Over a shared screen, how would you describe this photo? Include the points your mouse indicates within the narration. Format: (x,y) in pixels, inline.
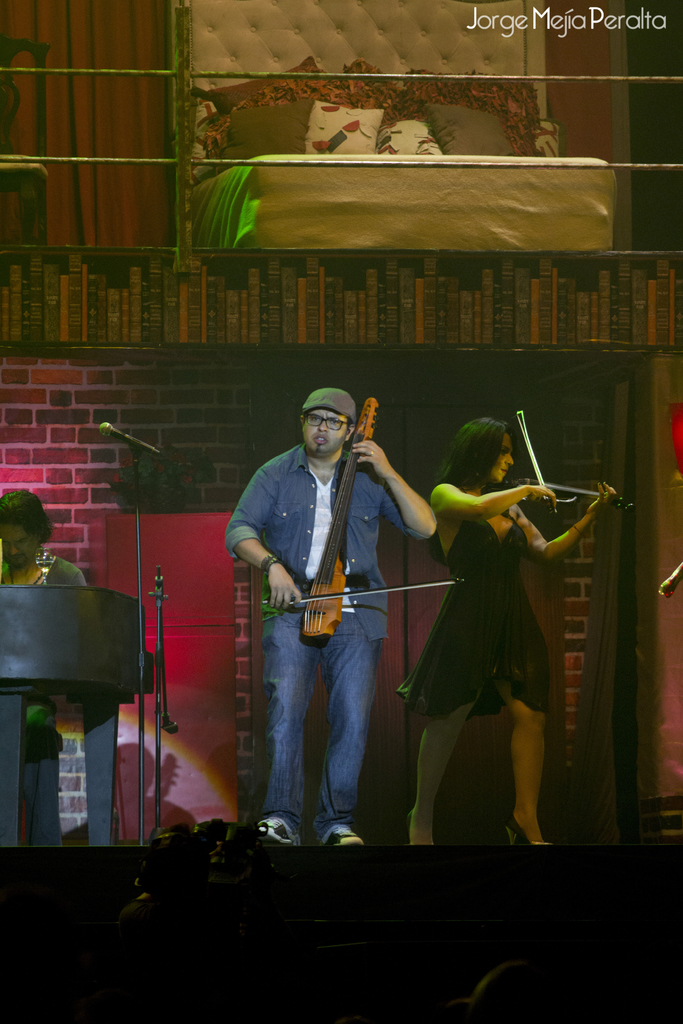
In this image there are a few people (15,573) sitting and standing on the stage (621,846) and they are playing musical instruments (415,586), beside them there is a mic (140,807). At the bottom of the image (296,939) is dark. At the top of the image (11,165) there is a chair (39,110) and a bed (336,10) with pillows (371,150) on it, behind the bed (449,19) there are curtains (103,62) and there is some text (540,24).
